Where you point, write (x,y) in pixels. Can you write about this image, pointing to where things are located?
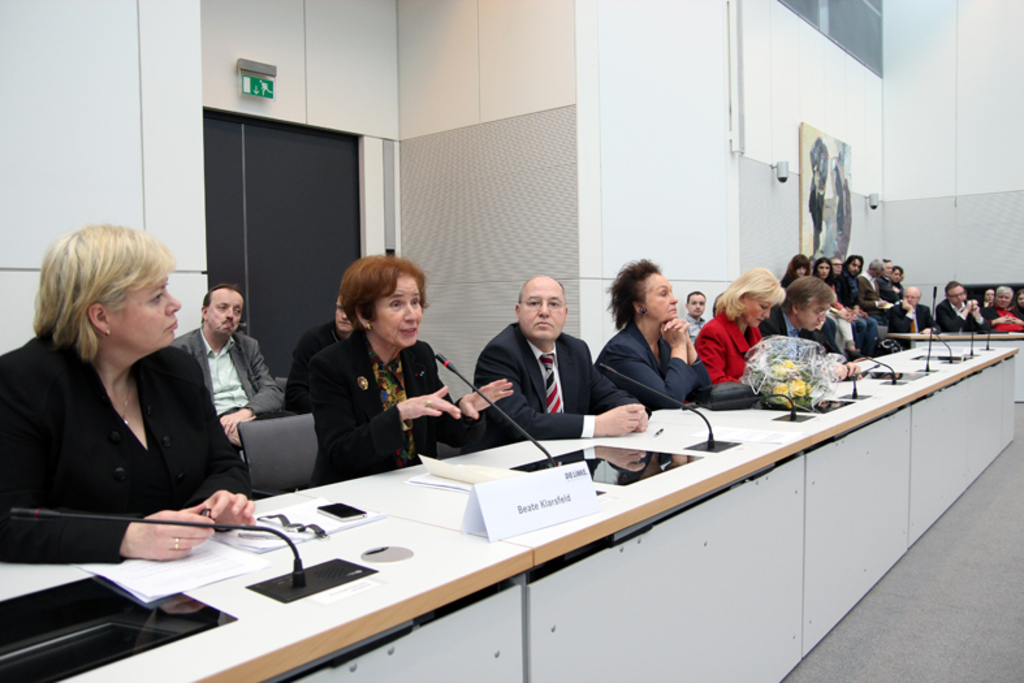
This picture describes about group of people (640,353) who are all seated on the chairs (257,442), in front of them we can find microphones (455,372), papers (436,461), mobile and name boards (502,510) on the table (272,632) and they are all seated in the room (568,52).
